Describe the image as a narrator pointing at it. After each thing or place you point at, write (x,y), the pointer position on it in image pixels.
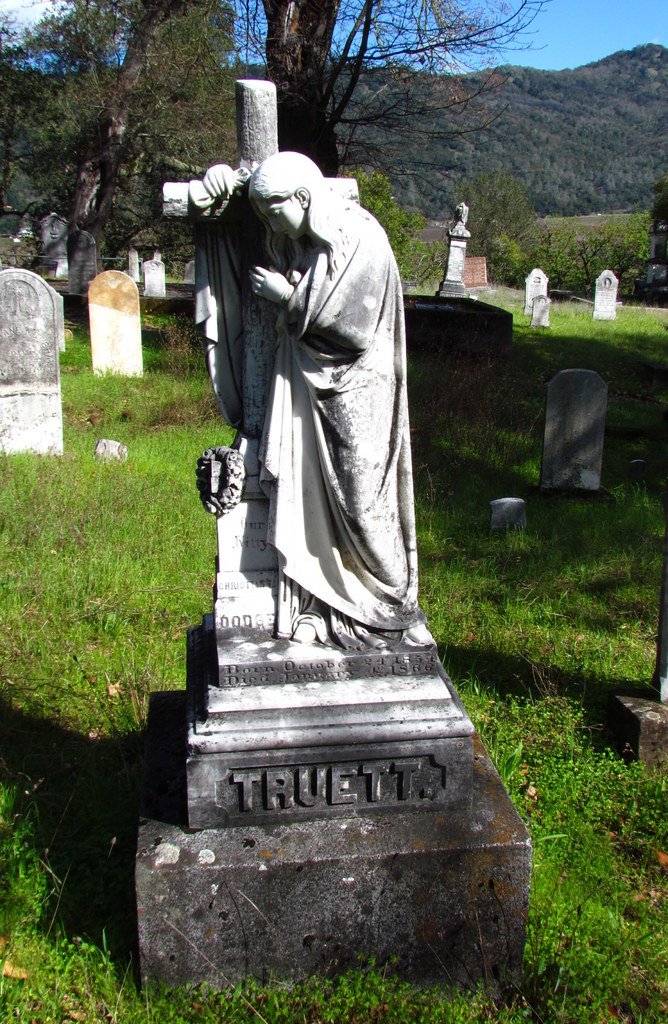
In this image I can see statues (389,588) in white and black color. Back I can see few cemeteries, trees (186,33), mountains (611,146) and the green grass (490,562). The sky (544,54) is in blue color.
